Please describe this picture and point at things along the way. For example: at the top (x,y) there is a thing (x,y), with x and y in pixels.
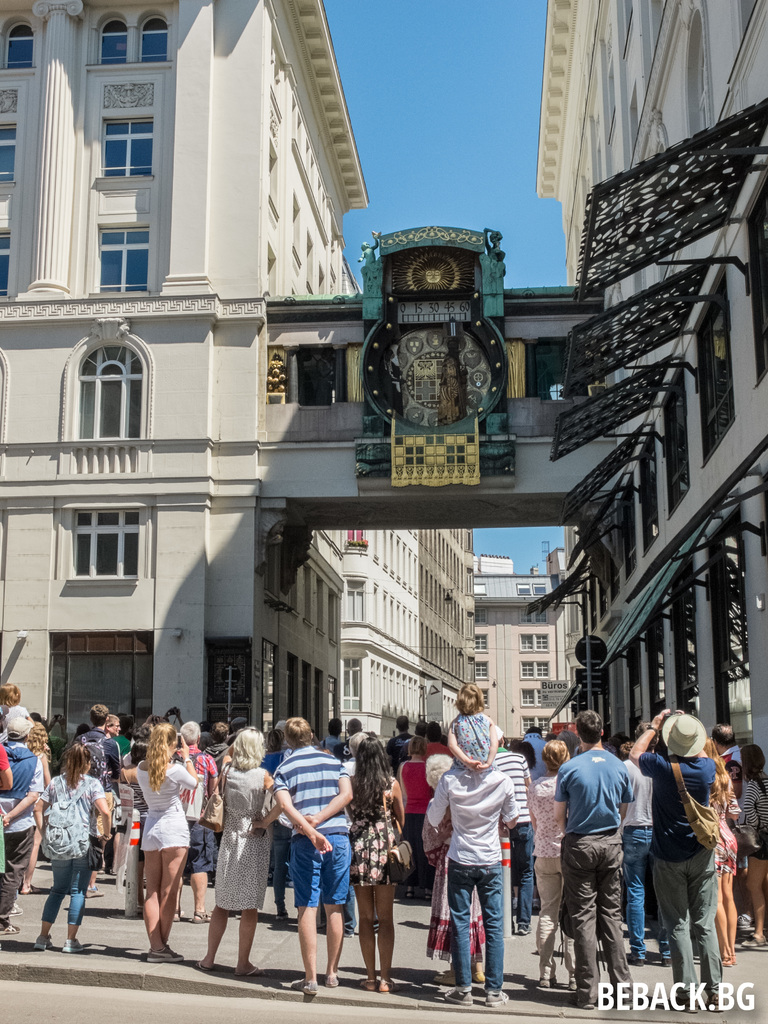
In this image we can see a building (347,560). In front of the building (359,582) we can see a group of persons (500,750). At the top (512,96) we can see the sky (462,156). In the bottom right (620,992) we can see the text (633,997).
